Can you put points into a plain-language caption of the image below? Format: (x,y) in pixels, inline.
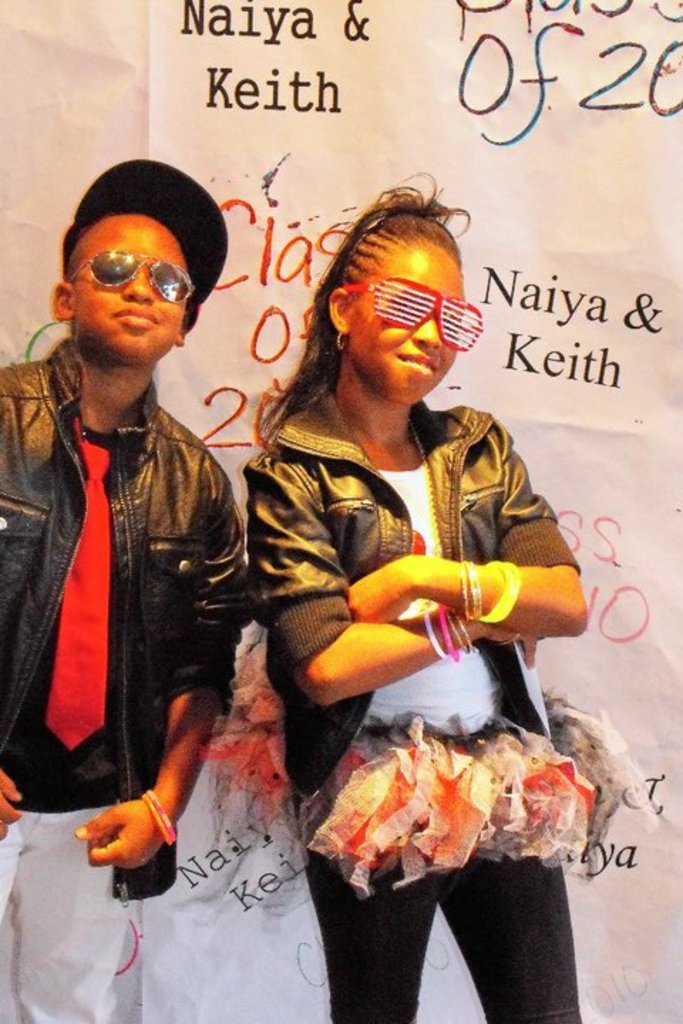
This image consists of a boy (169,643) and a girl (316,570), both are wearing jackets (197,555) and specs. In the background (389,161), there is a paper (73,50) on which we can see the text (513,295).
